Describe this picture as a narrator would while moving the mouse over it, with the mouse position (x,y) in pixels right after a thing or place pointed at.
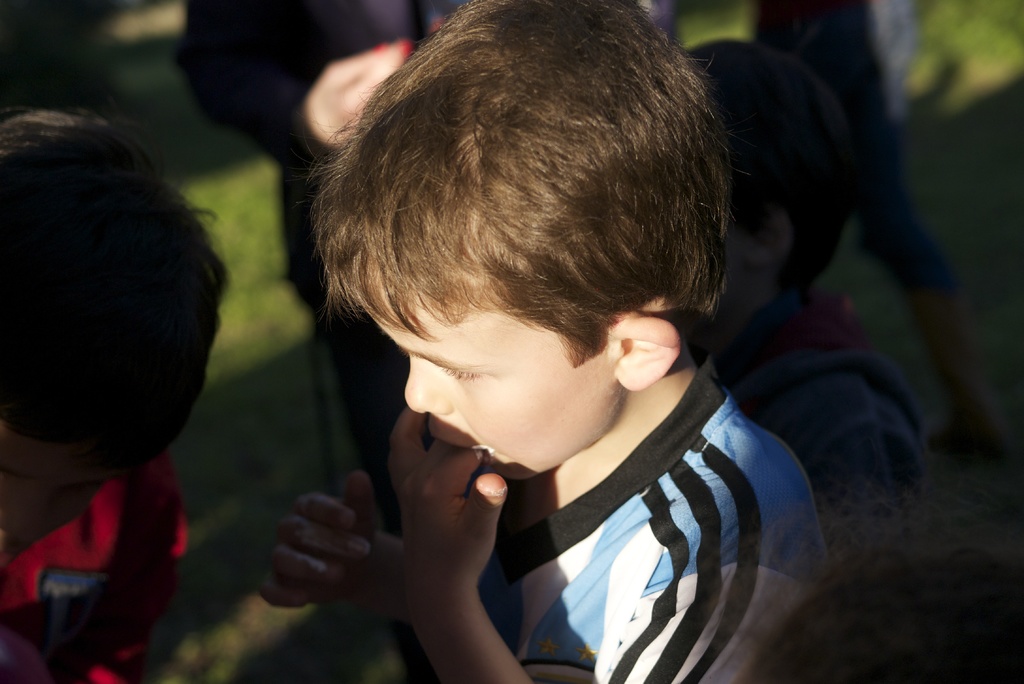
In this image there is a boy (616,556). He is putting his fingers (463,460) in his mouth (476,443). There are few people (37,130) around him. There is grass (964,202) on the ground (261,332).
